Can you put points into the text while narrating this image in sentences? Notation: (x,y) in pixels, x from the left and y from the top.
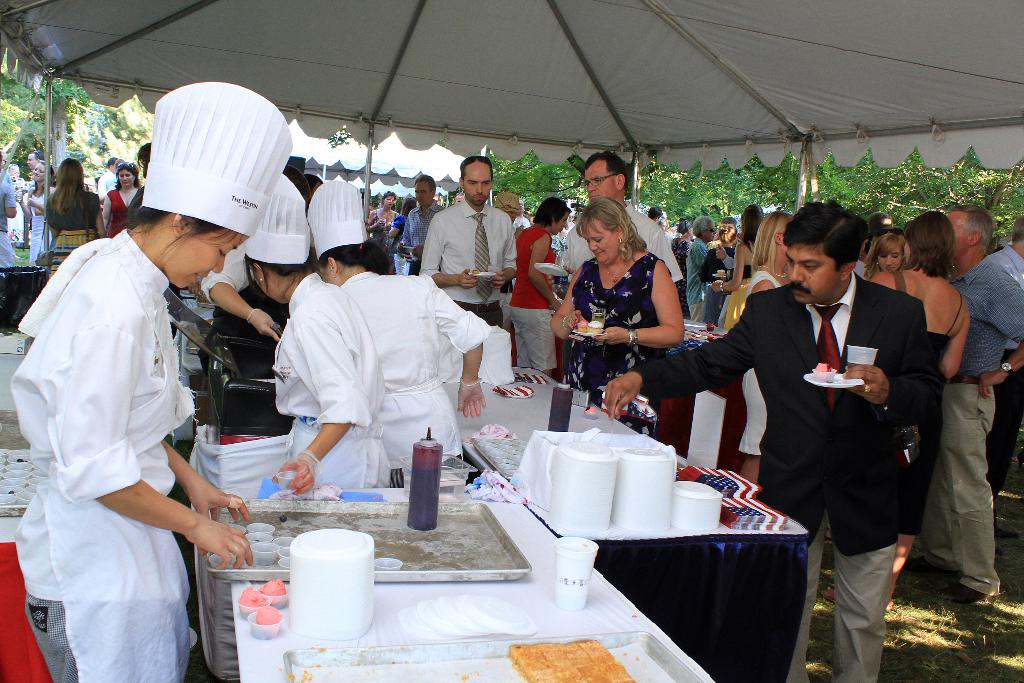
In this picture, we see the group of people (392,232) are standing under the white tent (534,72). Most of them are holding the plates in their hands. In front of them, we see a table (468,418) on which tissue rolls (584,476), plates (684,497), cups (499,442) and sauce bottle (558,399) are placed. At the bottom (531,599), we see a white table (386,614) on which tissue rolls (370,582), a tray (491,577) containing the cups (258,531), glass (561,543), cups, sauce bottle (428,498) and some other objects (443,479) are placed. Beside that, we see two women (389,368) are standing. On the left side (69,334), we see a woman (104,370) is standing. In the background (79,182), we see the people (70,169) are standing. We even see a white tent (394,179). There are trees (776,181) in the background (733,187).
